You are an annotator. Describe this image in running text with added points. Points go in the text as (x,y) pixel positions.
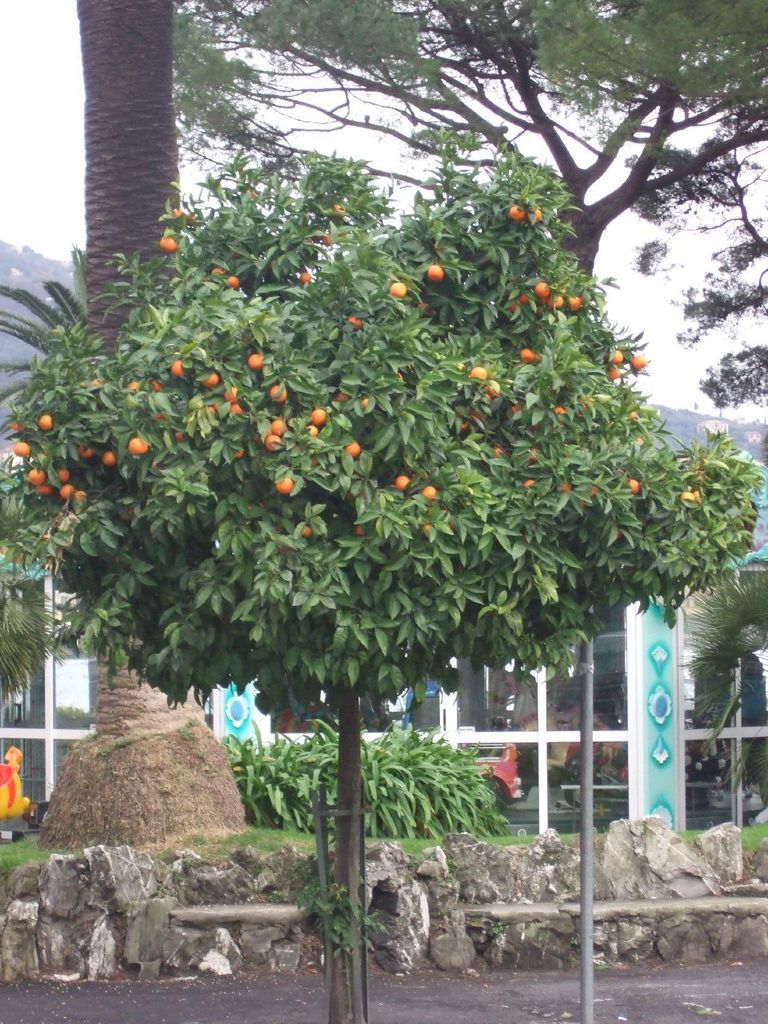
In this picture there is a tree (385,437) which has few oranges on it and there are few trees (370,72) and some other objects (758,442) in the background (737,296).
